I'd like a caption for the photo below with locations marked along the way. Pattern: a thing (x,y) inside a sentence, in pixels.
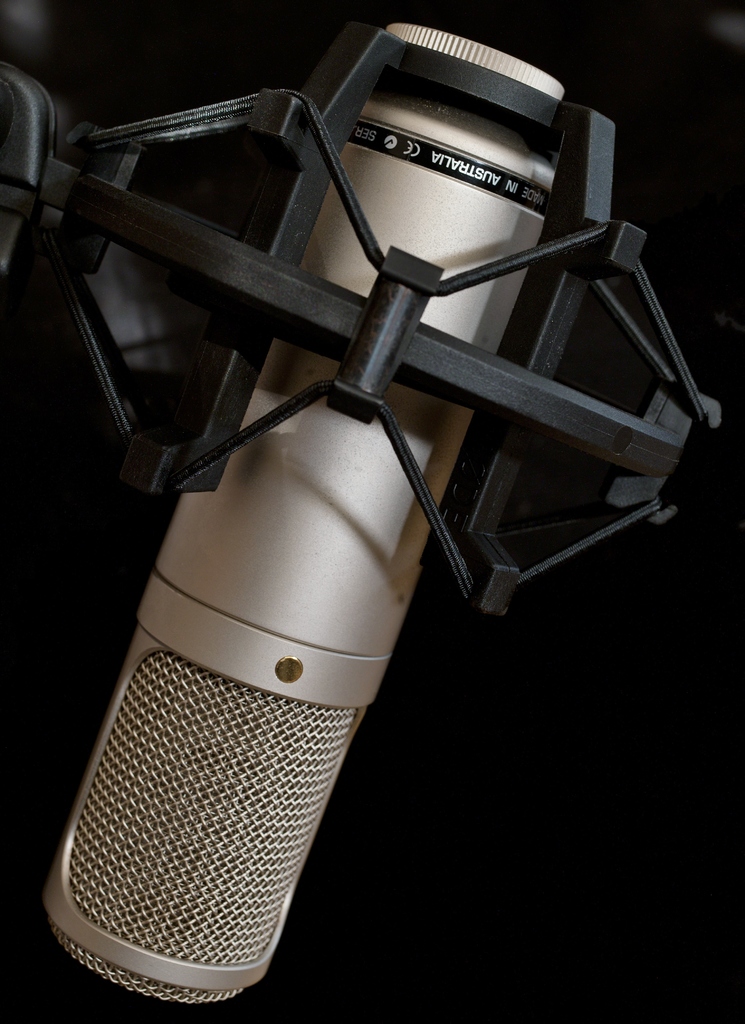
In the image there is a mic (439,442) mounted to a stand (512,389).
